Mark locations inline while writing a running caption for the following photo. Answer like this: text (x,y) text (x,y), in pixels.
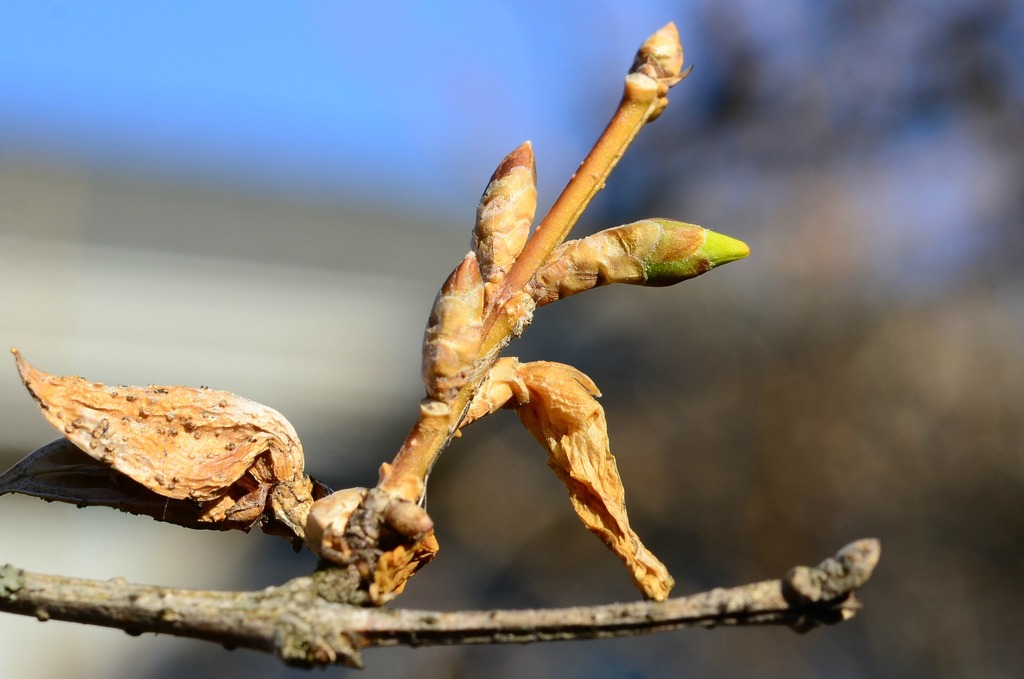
In this picture we can see the buds (501,243) and dry leaves (567,438) to the branch (278,610).
